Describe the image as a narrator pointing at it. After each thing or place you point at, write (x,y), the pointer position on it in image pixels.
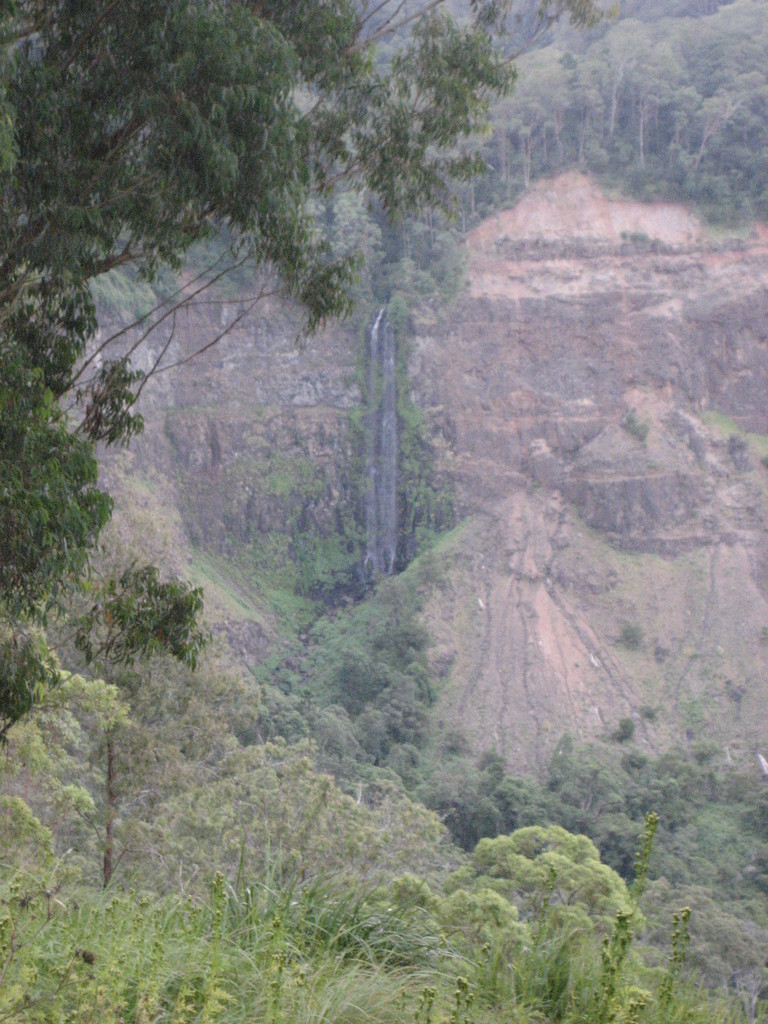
In the picture we can see a part of the tree (44,478) under it we can see some plants (154,841) and far away from it, we can see hill (214,298) from it, we can see waterfalls (374,385) and on the top of the hill (477,183) we can see many trees (610,135).
